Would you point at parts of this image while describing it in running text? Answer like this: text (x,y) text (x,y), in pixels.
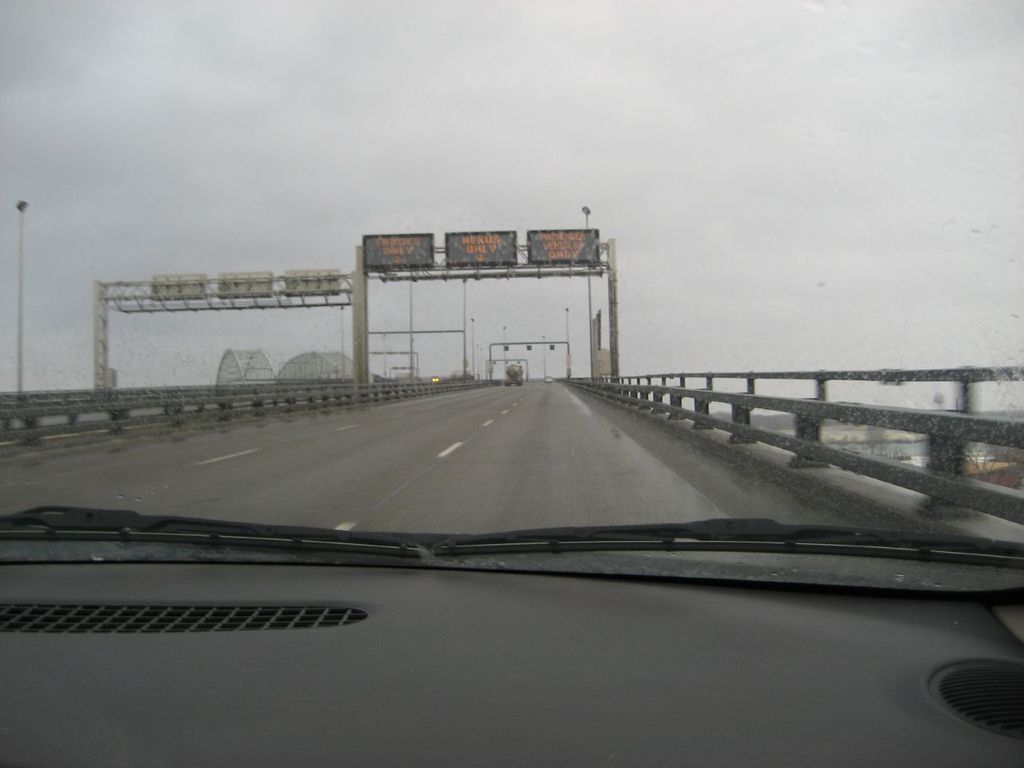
This is a road (420,429). And we can see the wipers (609,536) of a vehicle (504,562). On the sides of the road (512,400) there are railings (831,416). In the back (610,311) there are arches (610,311). On that we can see some boards (495,246). In the background (562,155) there is sky (710,244).
